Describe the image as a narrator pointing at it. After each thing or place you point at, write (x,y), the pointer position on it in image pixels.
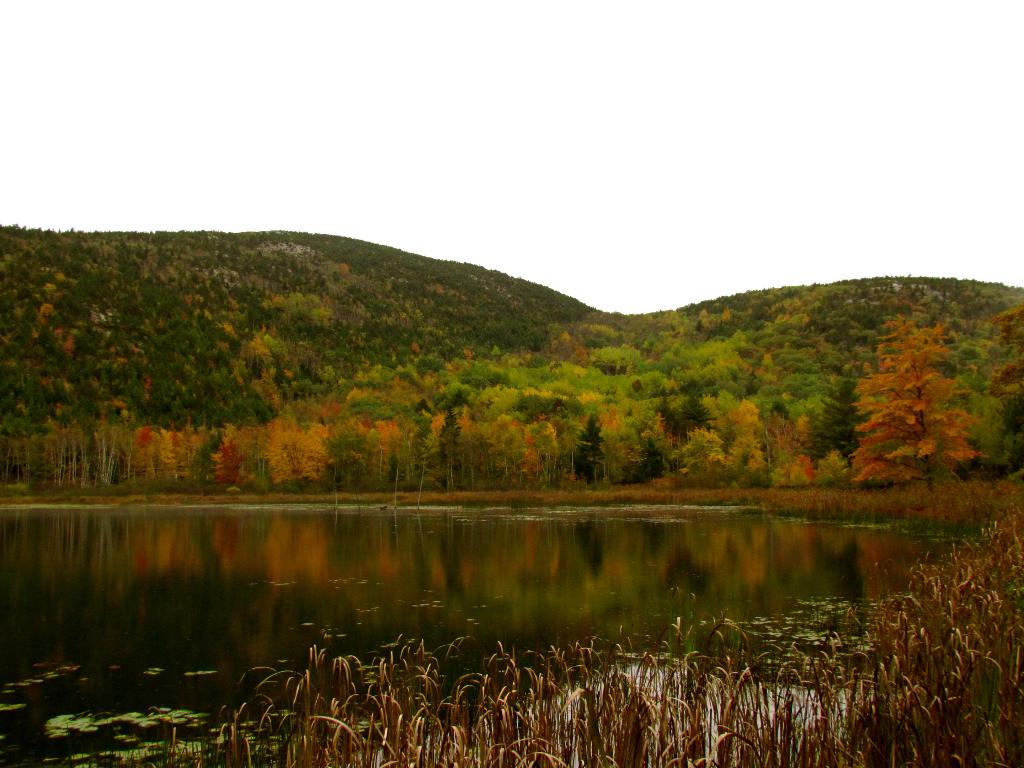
In this image, we can see trees (869,431) and hills (530,353) and at the bottom (529,590), there is water (449,657) and some plants (872,706). At the top (641,94), there is sky (586,136).
